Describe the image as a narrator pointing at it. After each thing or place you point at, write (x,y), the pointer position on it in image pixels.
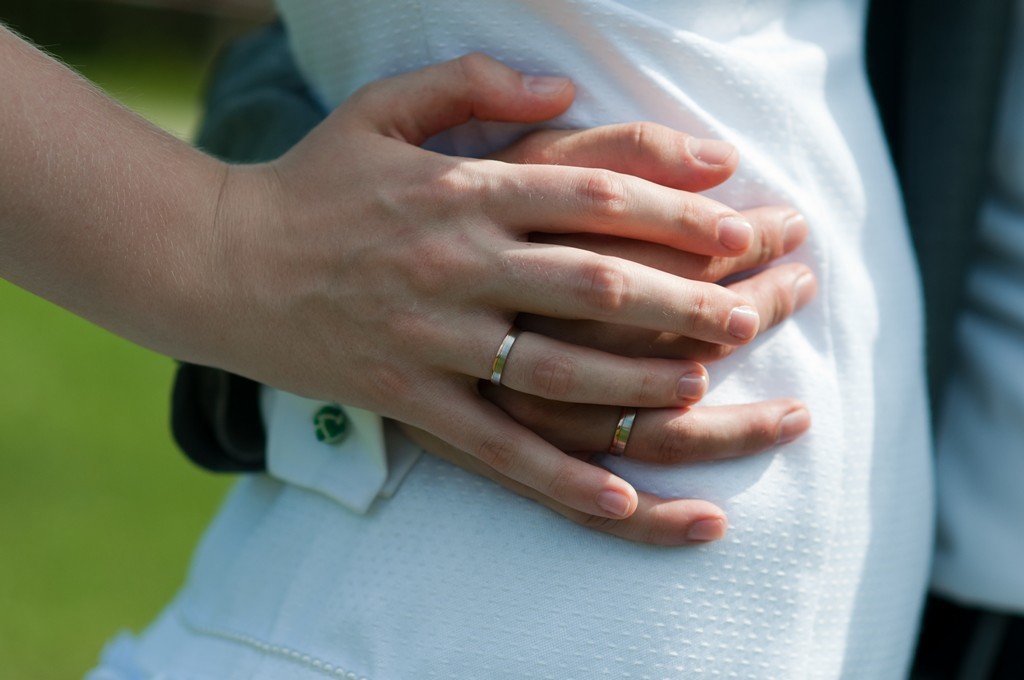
In the center of the image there are two persons hands (774,408).
